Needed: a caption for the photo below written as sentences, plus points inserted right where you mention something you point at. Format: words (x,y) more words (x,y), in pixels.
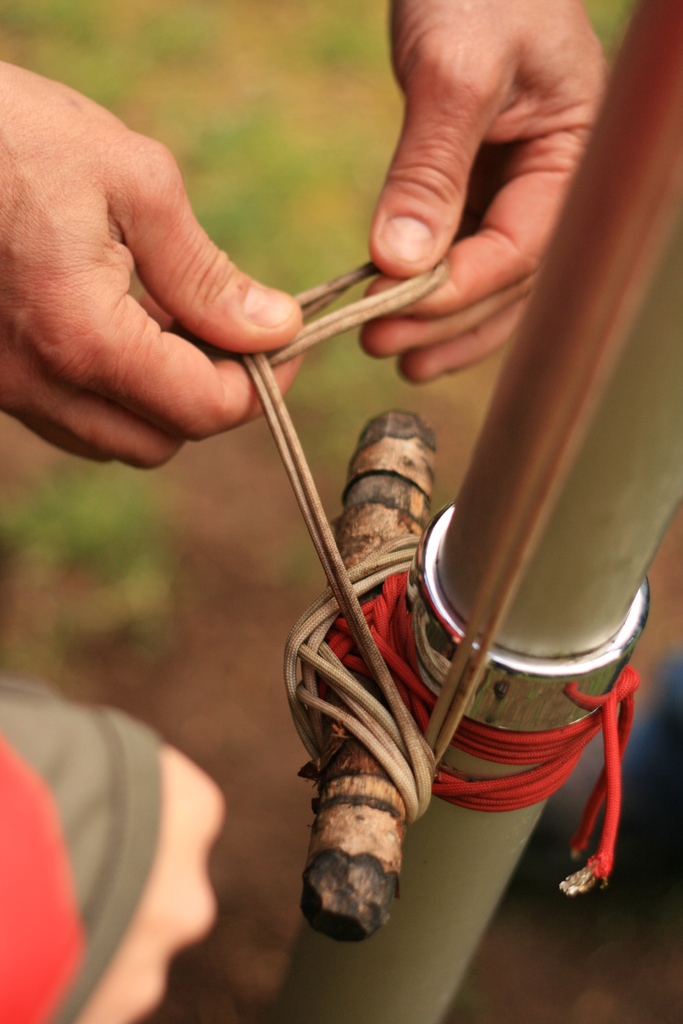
In the picture we can see a person hand (93,260) tying something to the pole (620,545) with a wire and near to it we can see another person hand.
